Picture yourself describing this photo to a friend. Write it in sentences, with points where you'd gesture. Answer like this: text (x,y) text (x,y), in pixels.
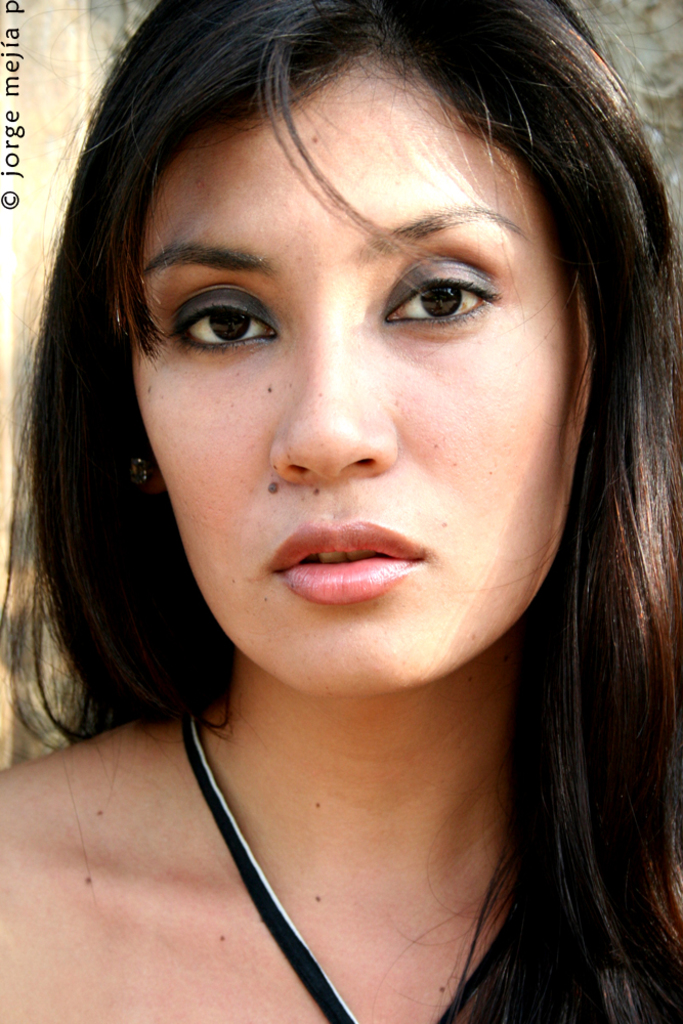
In this image in the front (362,637) there is a woman (378,666).
